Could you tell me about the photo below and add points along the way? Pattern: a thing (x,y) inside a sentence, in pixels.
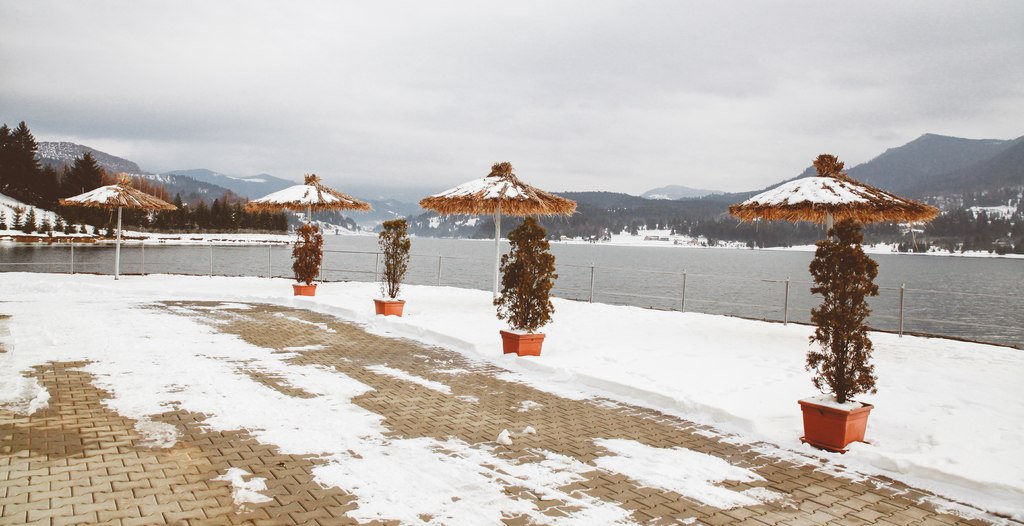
In the picture I can see the ground (515,380) is covered with snow (650,479) and there are few plant pots (398,256) in the right corner (856,367) and there is a fence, water (657,269), trees (718,220) and mountains (608,210) in the background (679,226).
